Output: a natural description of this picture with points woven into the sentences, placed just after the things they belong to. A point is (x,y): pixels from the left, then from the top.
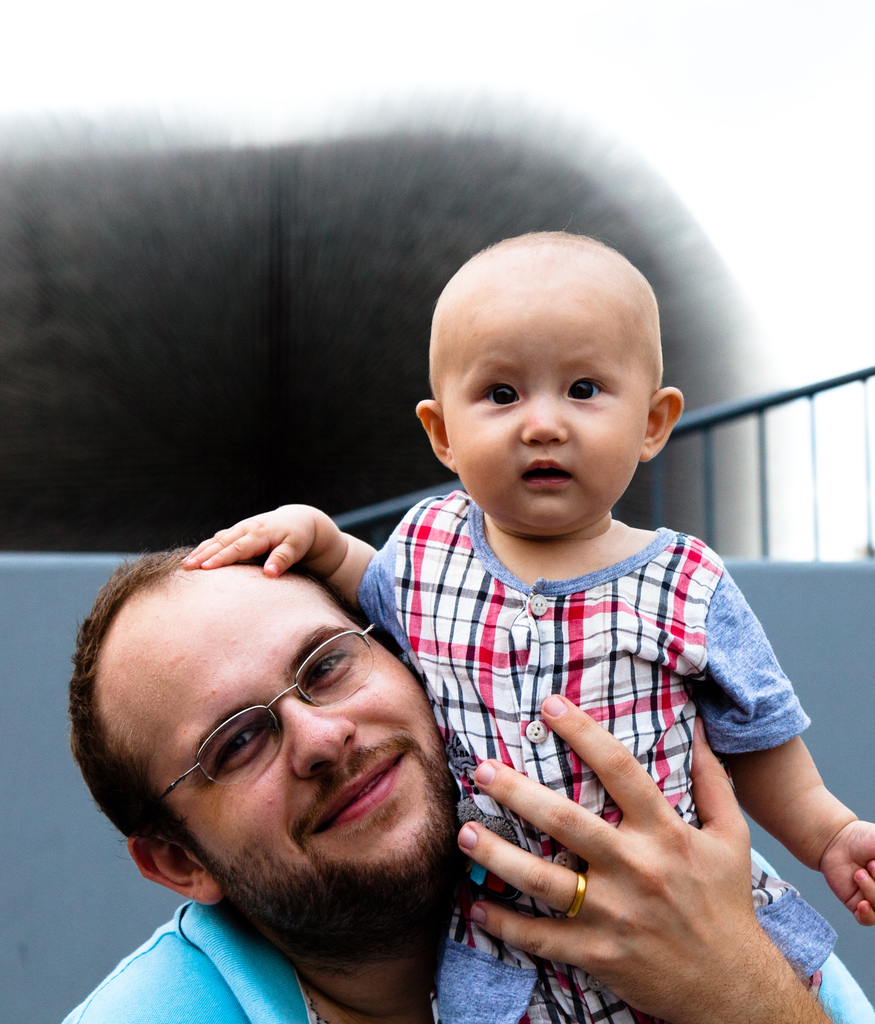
In this image we can see a man (272,882) holding a child (516,617) in the hands (620,836).
